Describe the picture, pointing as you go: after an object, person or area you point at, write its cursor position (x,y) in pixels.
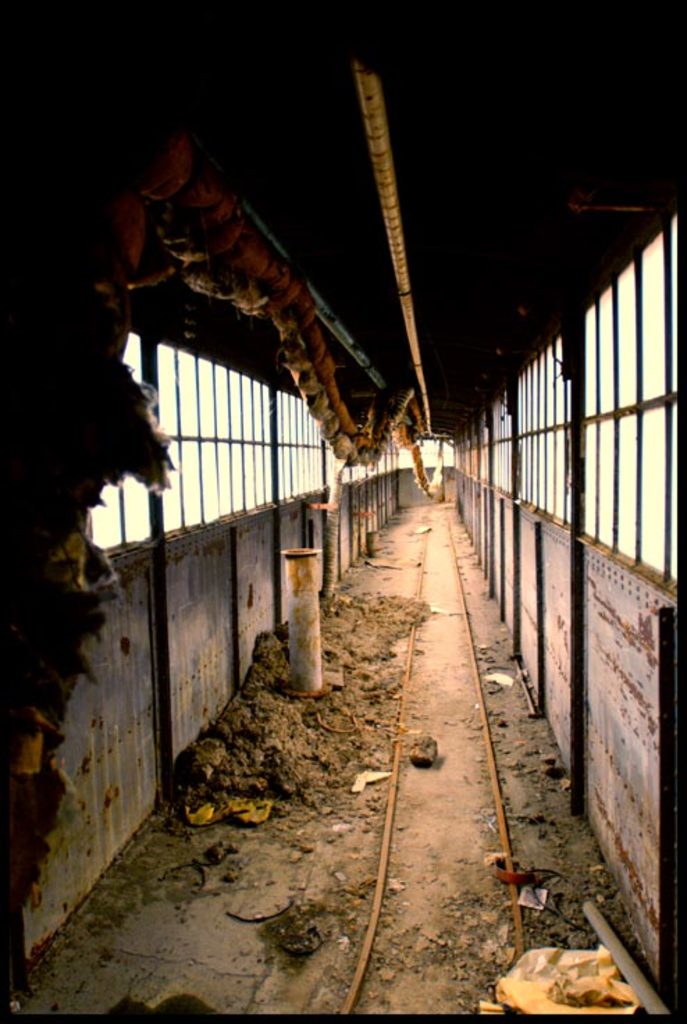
In the center of the image (300,551) we can see a rod (315,697). At the top (383,187) there are ropes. In the background (360,464) we can see windows (532,427).
